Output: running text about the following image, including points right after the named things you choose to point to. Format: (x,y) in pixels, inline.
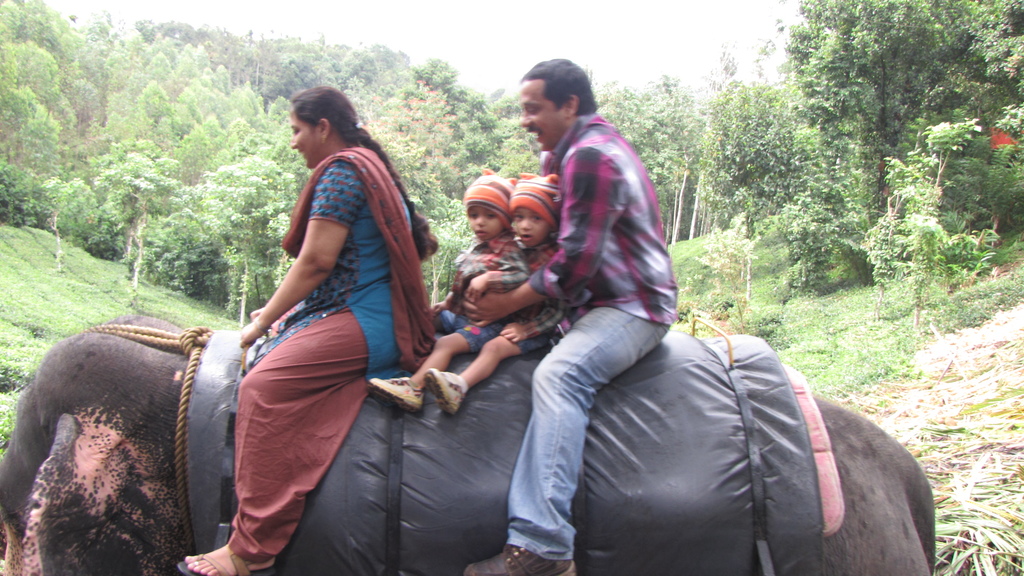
The picture is taken outside where one elephant (118,493) is present, on that elephant (108,485) one woman (367,260) two children (513,276) and one man (578,254) is sitting and riding an elephant (91,510) and behind them there are number of trees (897,81) and mountains (881,319) are present.
